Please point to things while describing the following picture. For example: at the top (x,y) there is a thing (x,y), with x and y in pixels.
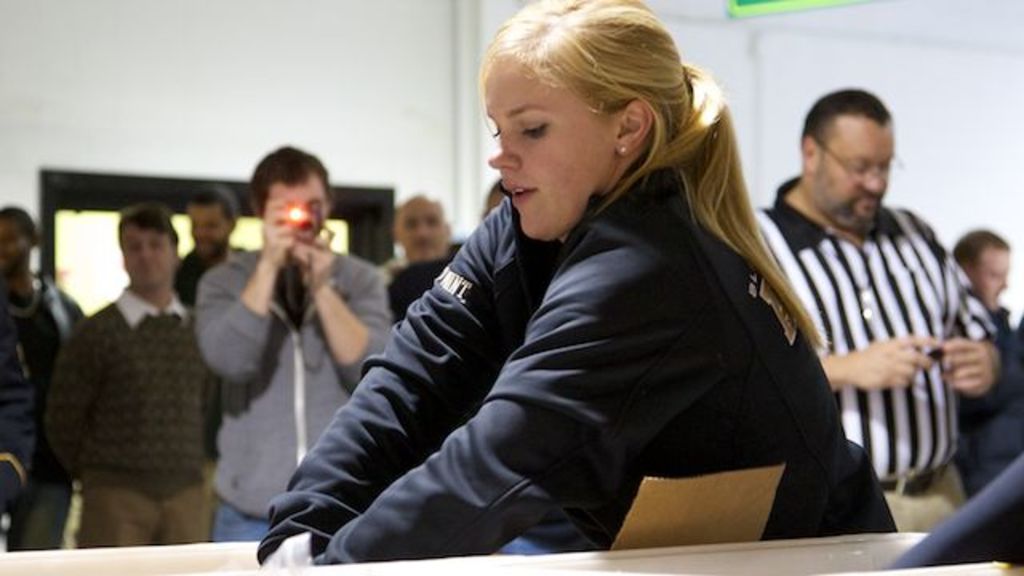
In the image we can see a woman (514,420) wearing clothes (584,386) and ear studs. Around there are other people (954,326) standing, wearing clothes (254,390) and there is the person (282,317) holding camera (293,214) in hand (280,226) and the wall (285,121).
